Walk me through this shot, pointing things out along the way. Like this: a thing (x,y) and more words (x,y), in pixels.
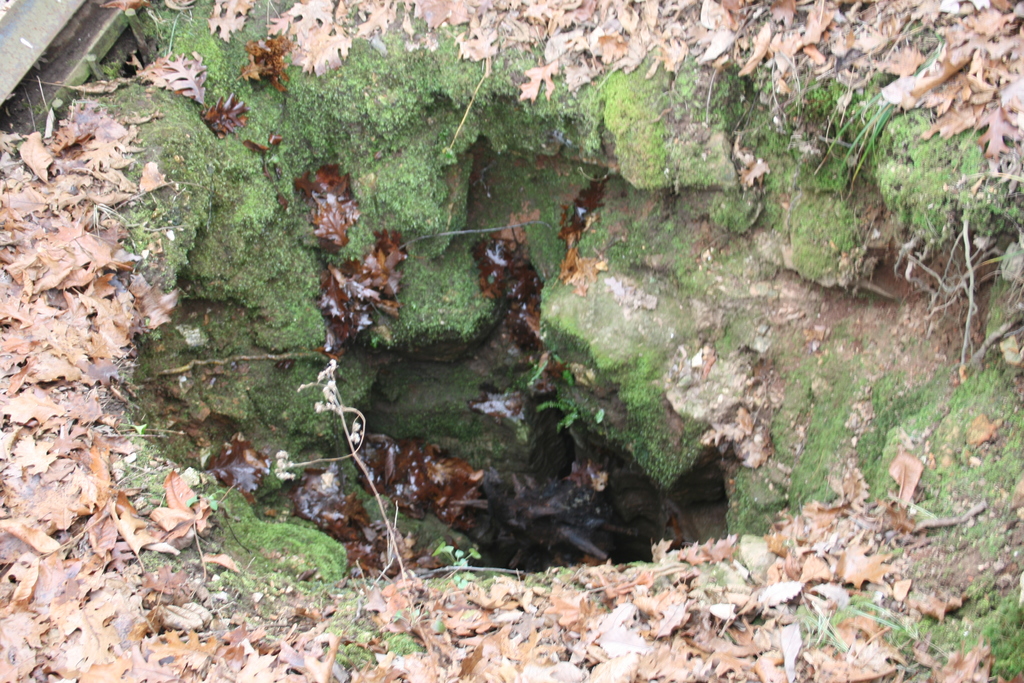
In this picture we can see some leaves (140,274), there is a pit (675,381) in the middle (578,337).
